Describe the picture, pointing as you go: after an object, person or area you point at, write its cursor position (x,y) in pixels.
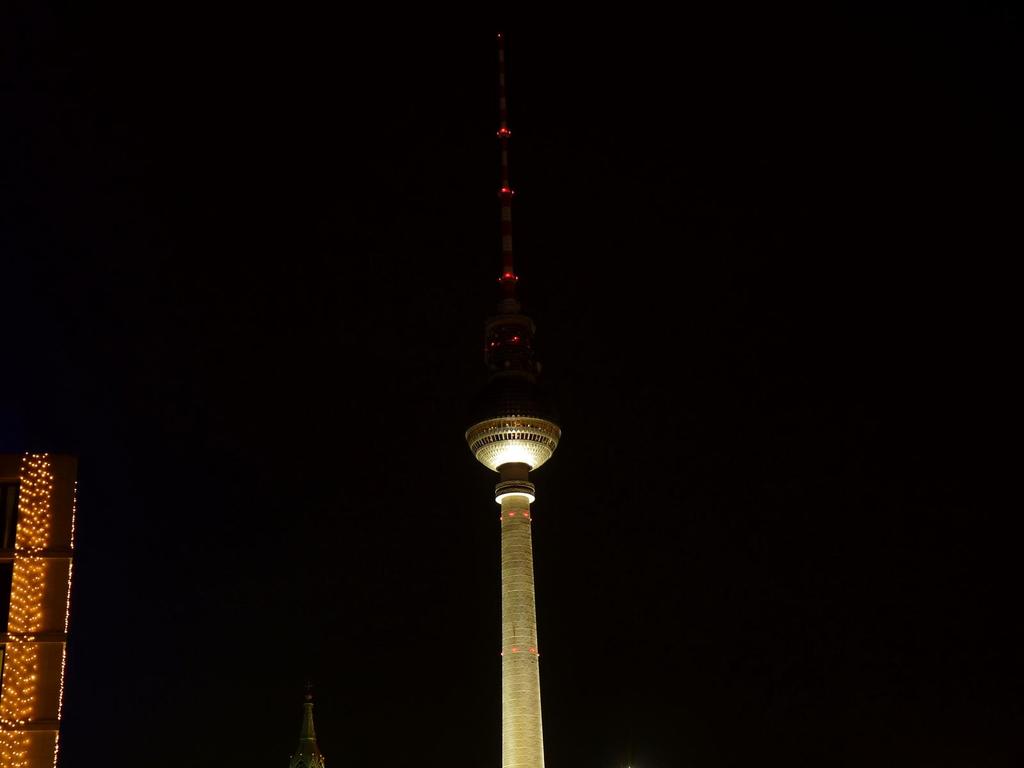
In this image I can see a building (508,679) in cream color, at left (29,678) I can see few lights (30,588) and the background (107,665) is in black color.
